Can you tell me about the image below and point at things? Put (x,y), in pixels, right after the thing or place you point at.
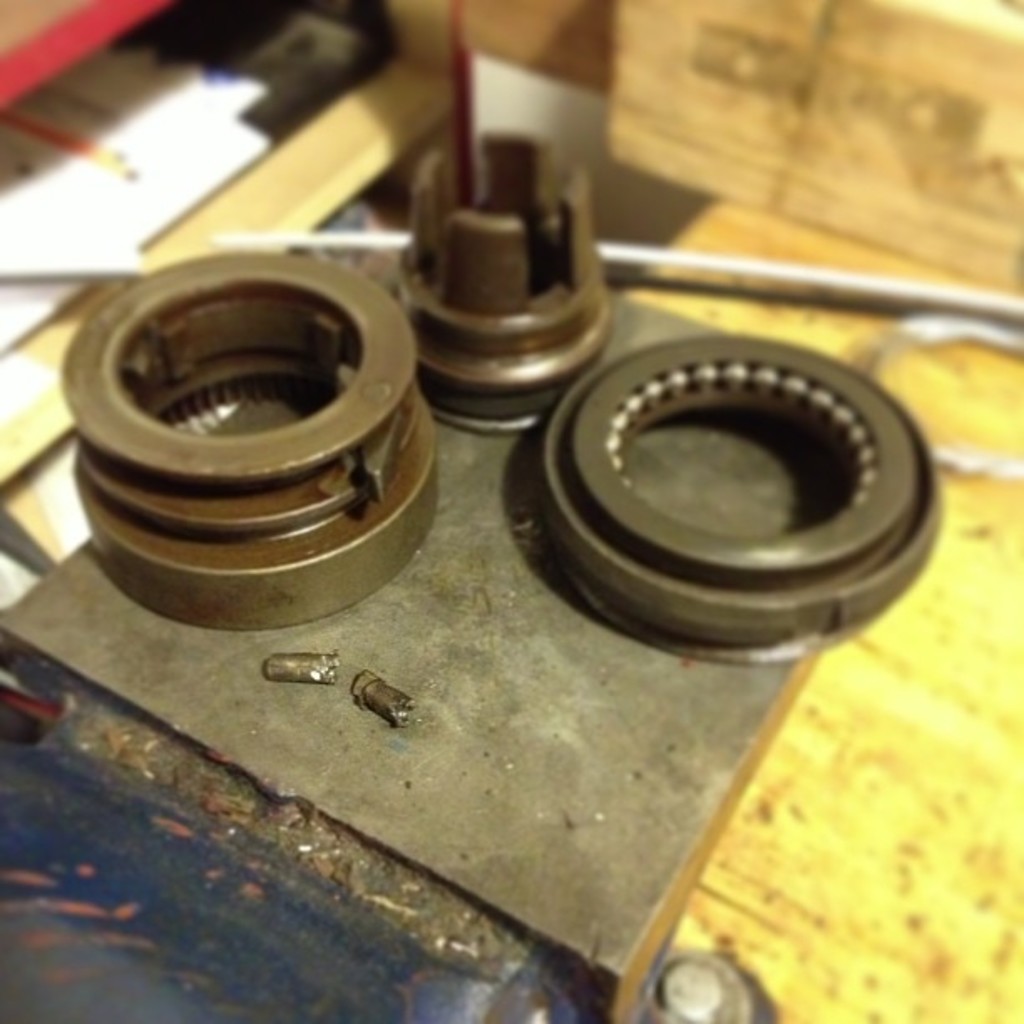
In this image there is a metal object (599,565) on the surface (653,679). Beside it there are papers (129,136).
